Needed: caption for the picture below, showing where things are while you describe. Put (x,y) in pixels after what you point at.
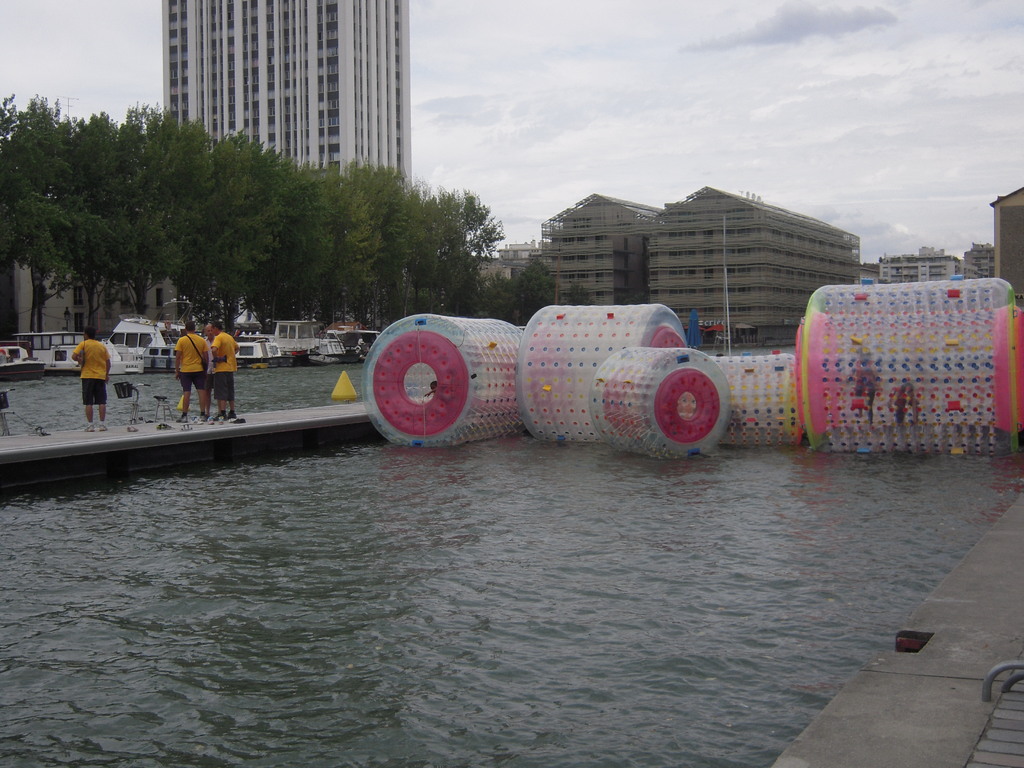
In this image I see the water (39,559), platforms (876,767) over here and I see few people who are standing and I see that they're wearing same dress (235,360) and I see few colorful things (602,370) over here. In the background (595,264) I see the trees (407,271), buildings (54,290), boats (259,339) and the sky (742,142).
